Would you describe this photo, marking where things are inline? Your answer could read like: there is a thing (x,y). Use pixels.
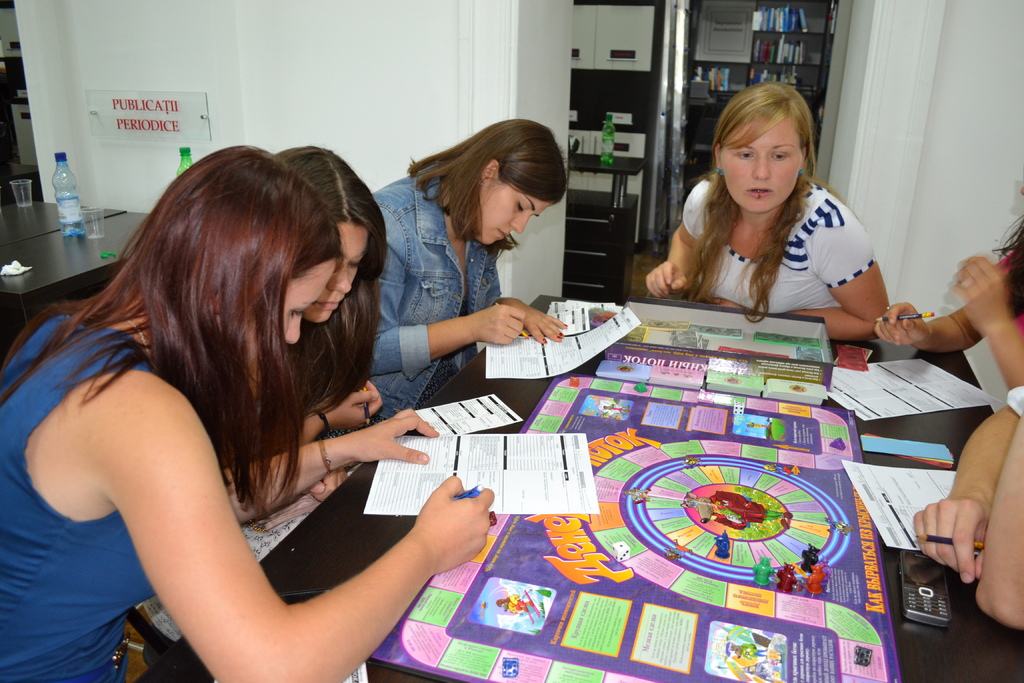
In this image, we can see persons (462,245) wearing clothes (831,282) and sitting in front of the table (944,437). This table (884,349) contains papers (493,360), box (826,343) and mobile (906,580). There is an another table (63,285) on the left side of the image (59,267) contains bottles (60,213) and glasses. There is a board (186,96) on the wall (259,71). There is a bottle (609,139) on the table (622,215) which is in the middle of the image (575,250). There is a rack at the top of the image (797,32).
